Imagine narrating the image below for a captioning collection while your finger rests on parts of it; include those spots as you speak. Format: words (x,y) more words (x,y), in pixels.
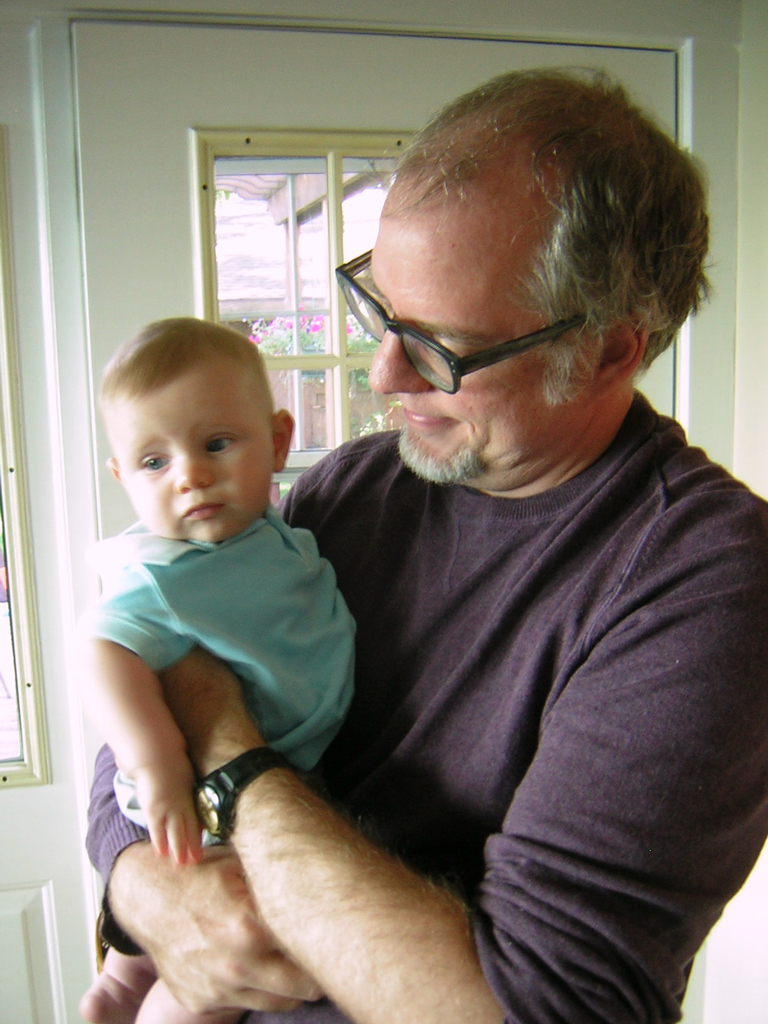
In this image, we can see an old man (560,693) is holding a baby (147,642) and wearing glasses (447,353). Background (149,244) we can see door (175,260) with glass (307,322). Through the glass (307,374) we can see the outside view (315,393). Here we can see flowers (318,326) with plant (303,336), wall (314,285).
